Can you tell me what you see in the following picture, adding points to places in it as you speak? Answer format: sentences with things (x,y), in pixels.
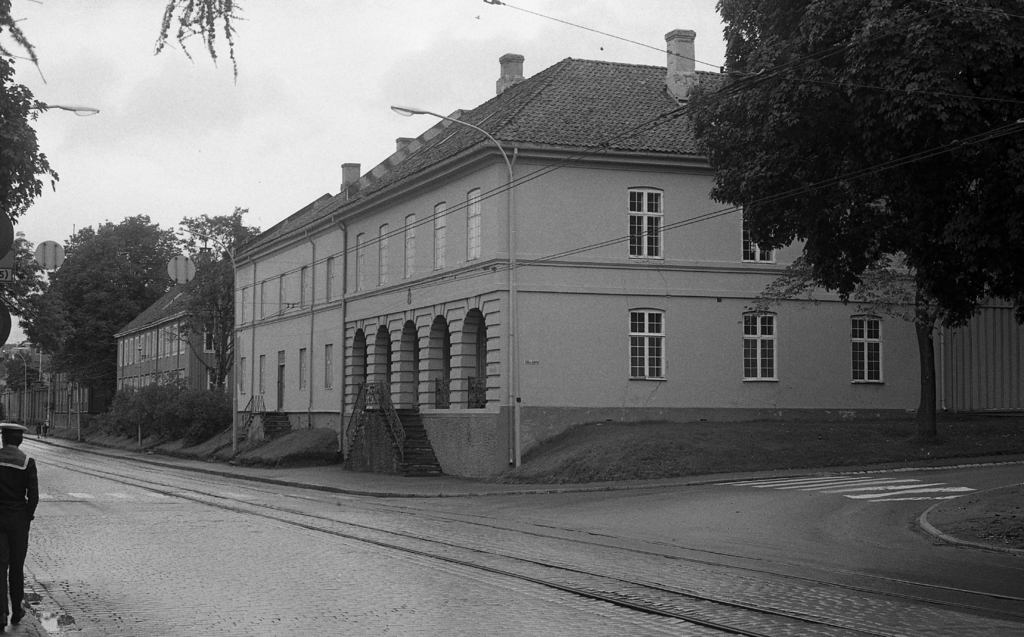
In the center of the image (395,271) there are buildings (604,233) and we can see poles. In the background (111,290) there are trees (13,140) and sky (308,84).
